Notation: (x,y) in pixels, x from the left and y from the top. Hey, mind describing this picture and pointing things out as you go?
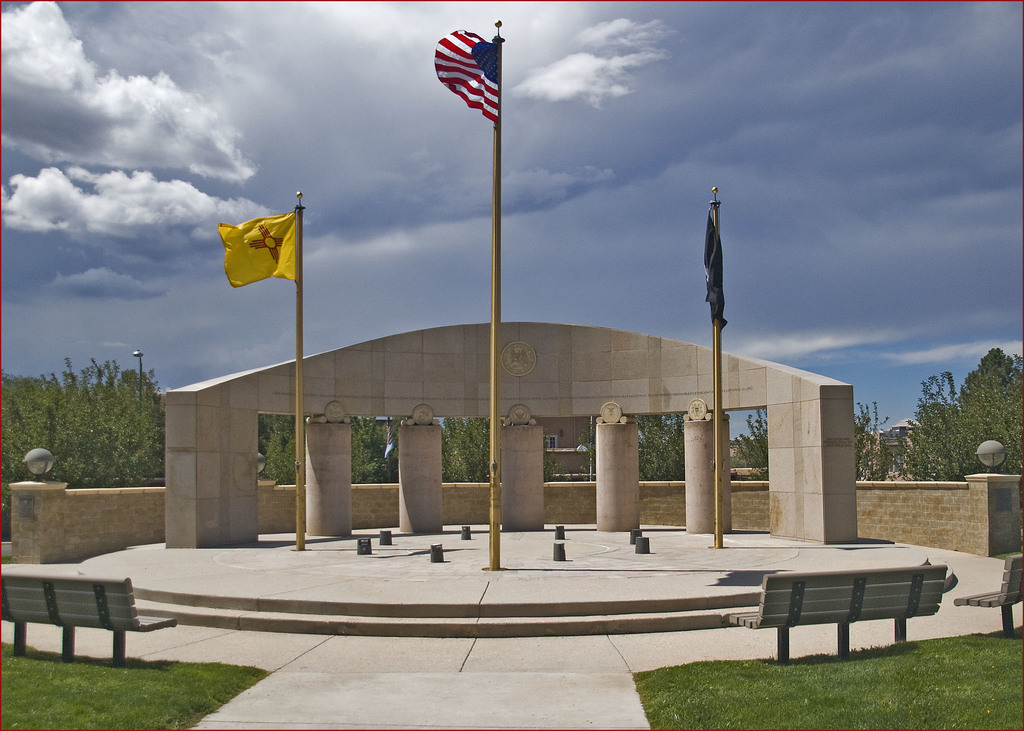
In this image can see three flags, few benches (903,598) and trees (918,453) on the ground (388,664).
